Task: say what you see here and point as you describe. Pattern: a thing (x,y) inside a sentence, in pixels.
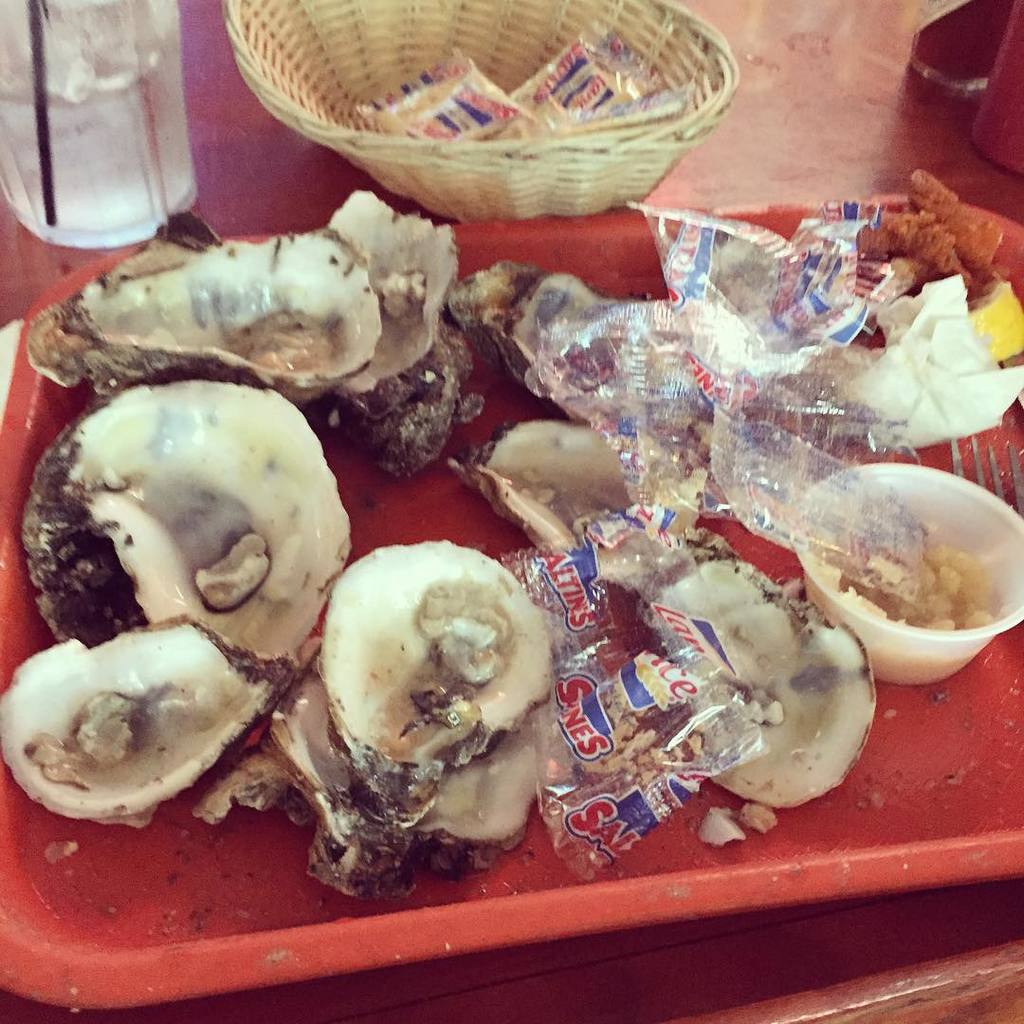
In this image we can see some objects (639,436) on the surface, among them there is a plate (408,499) with food items (83,733).
